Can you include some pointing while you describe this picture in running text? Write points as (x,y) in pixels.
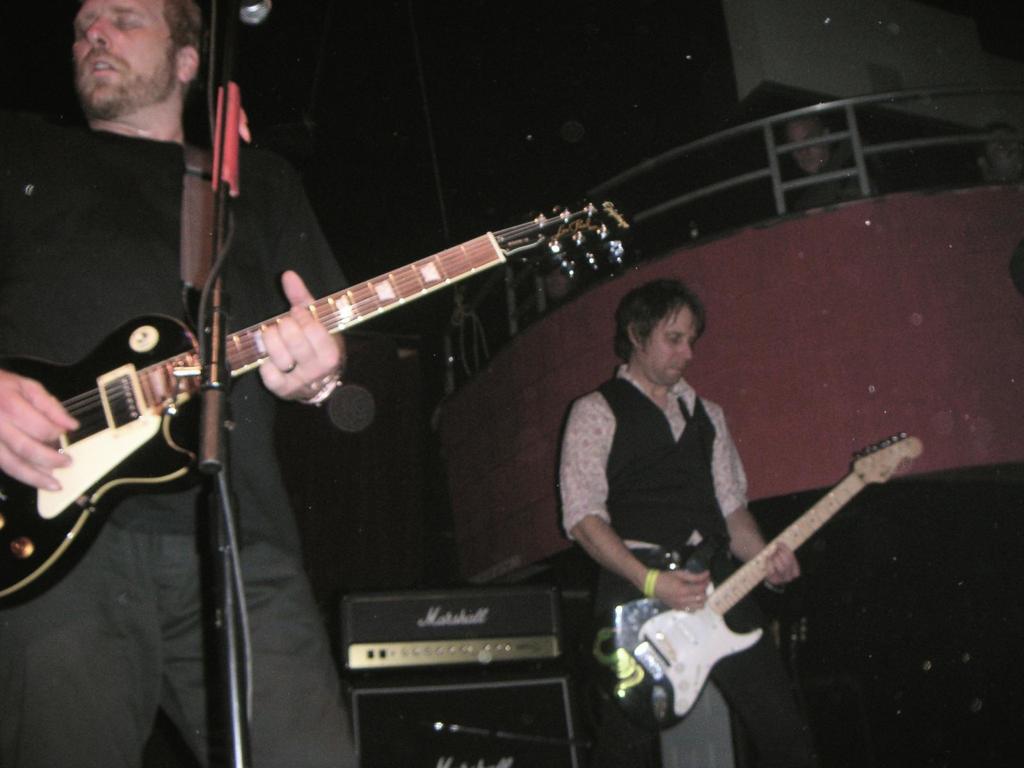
As we can see in the image, there are two people (602,585) holding guitar (696,632) in their hands (293,394). In front of him there is a mic (242,12).
